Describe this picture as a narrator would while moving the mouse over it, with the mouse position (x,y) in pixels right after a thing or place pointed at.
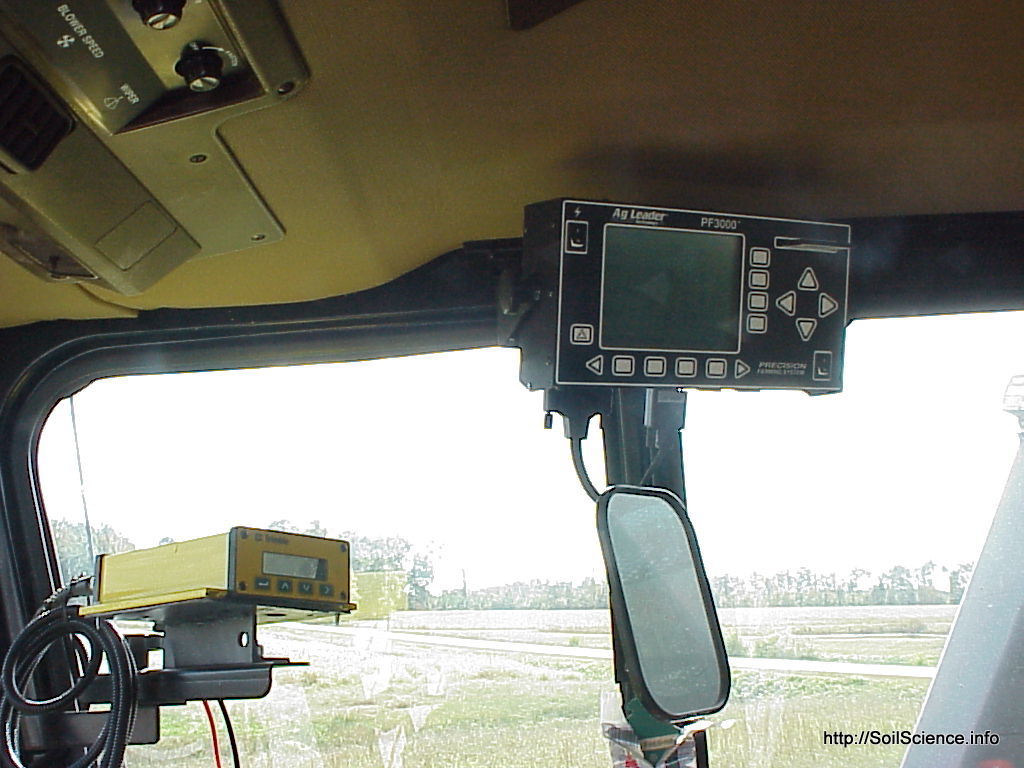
This image is clicked inside a vehicle (0,587), there is a screen (705,264) in the middle (628,318) with buttons (785,304) all over it and a mirror (671,501) below it and above there are controls (159,76) on its roof (241,163) and another meter (181,592) on left side (328,555) and behind the window (454,583), there is grassland (494,661).
